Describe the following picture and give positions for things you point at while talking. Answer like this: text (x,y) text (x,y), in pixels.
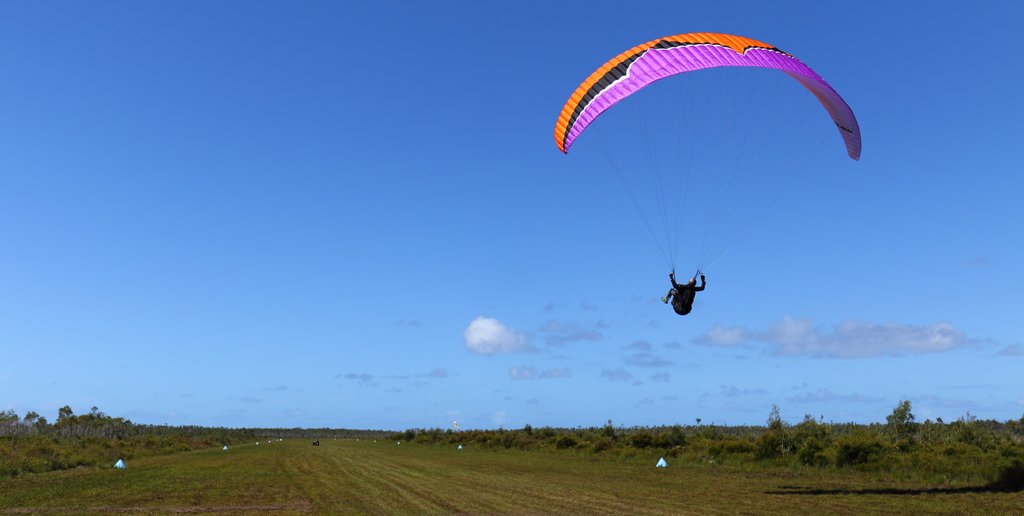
In this picture we can see a person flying with parachute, grass (465,458), trees (550,437), some objects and in the background (408,346) we can see the sky (787,327).
